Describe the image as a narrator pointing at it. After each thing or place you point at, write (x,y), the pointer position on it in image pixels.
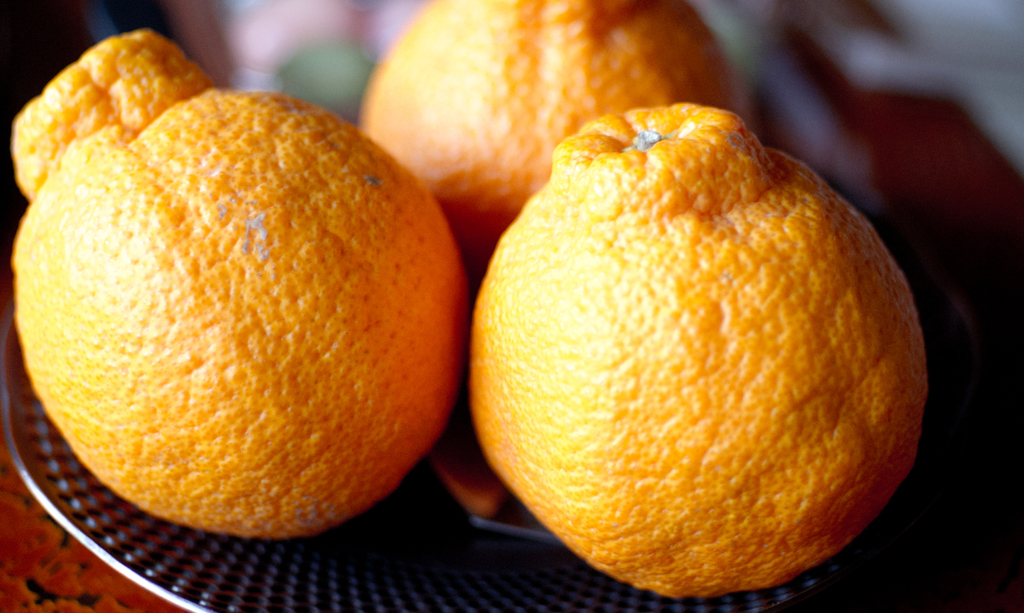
In the center of the image (477,267) we can see oranges (413,321) on plate (352,533).
